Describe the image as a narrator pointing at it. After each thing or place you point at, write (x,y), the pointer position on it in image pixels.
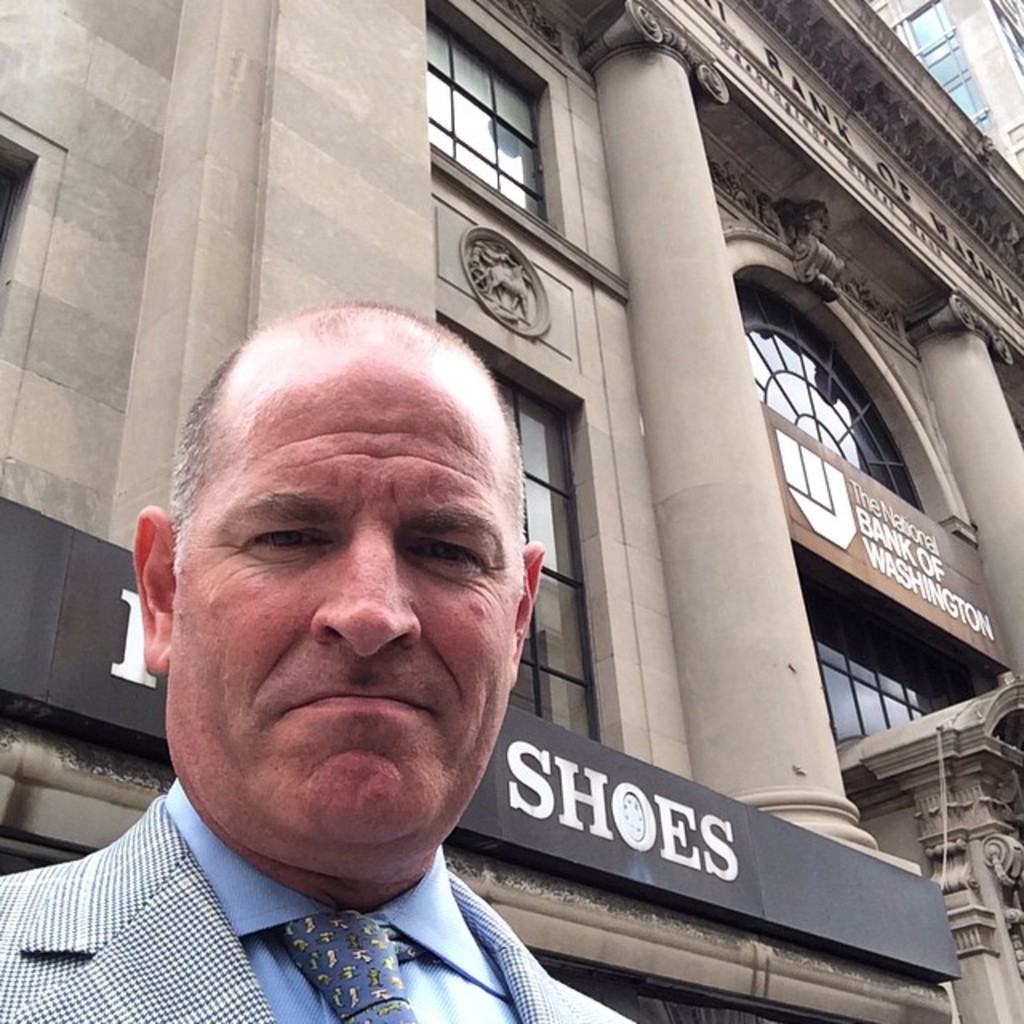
In this image I can see the person (161,638) standing and wearing the blue color shirt (262,899), tie (332,958) and blazer (180,891). In the background (279,180) I can see the building (305,84) which is in ash color and I can see the black color board (530,744) to the building (650,610).
